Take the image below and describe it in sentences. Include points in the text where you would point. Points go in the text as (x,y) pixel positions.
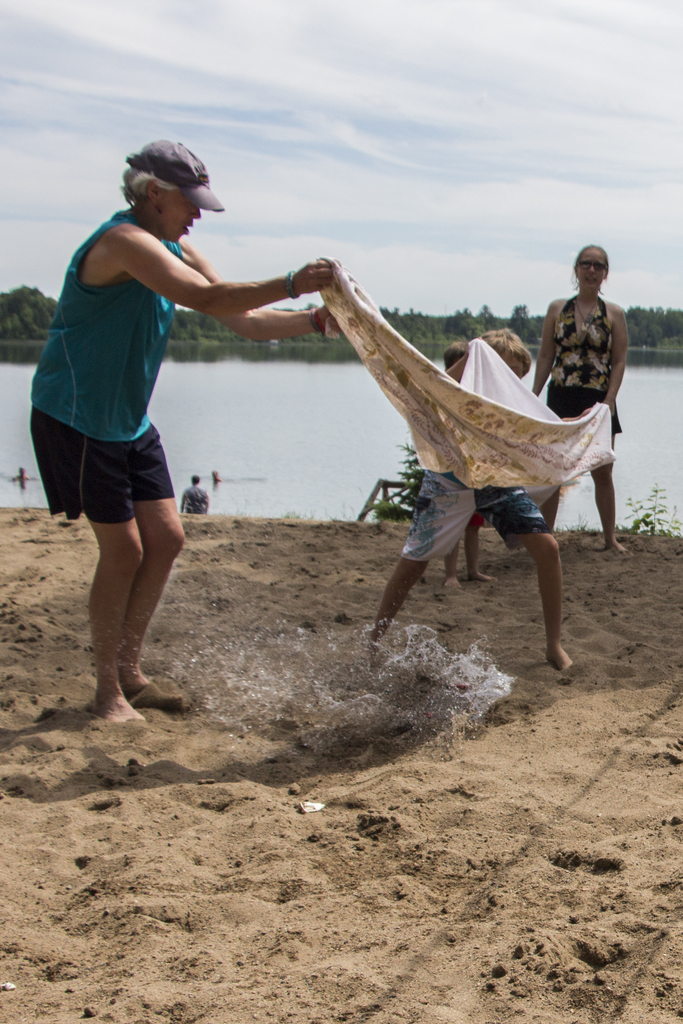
In this image there are group of persons (131,344) standing. In the front (347,928) there is sand (380,930) on the ground (335,876). In the center (265,416) there is water (257,416) and in the background (9,315) there are trees (524,318), and the sky (440,139) is cloudy. In the front (154,328) the persons (151,373) standing are holding a cloth (457,416).
